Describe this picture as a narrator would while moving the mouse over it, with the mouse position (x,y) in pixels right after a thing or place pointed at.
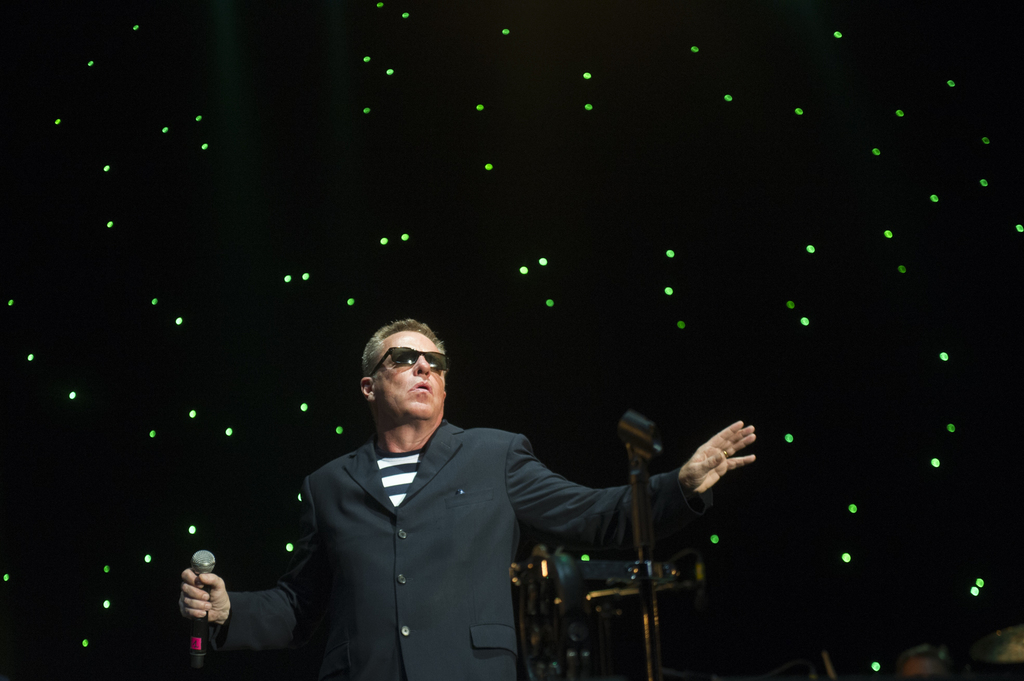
The man (365,371) in front of the picture wearing a black blazer (341,585) is holding a microphone (199,569) in his hand (216,598). He is wearing the spectacles (409,353). In front of him, we see a microphone (656,614). Behind him, we see musical instruments (569,567). In the background (548,322), it is black in color. We see the lights (384,240). This picture is clicked in the musical concert.
